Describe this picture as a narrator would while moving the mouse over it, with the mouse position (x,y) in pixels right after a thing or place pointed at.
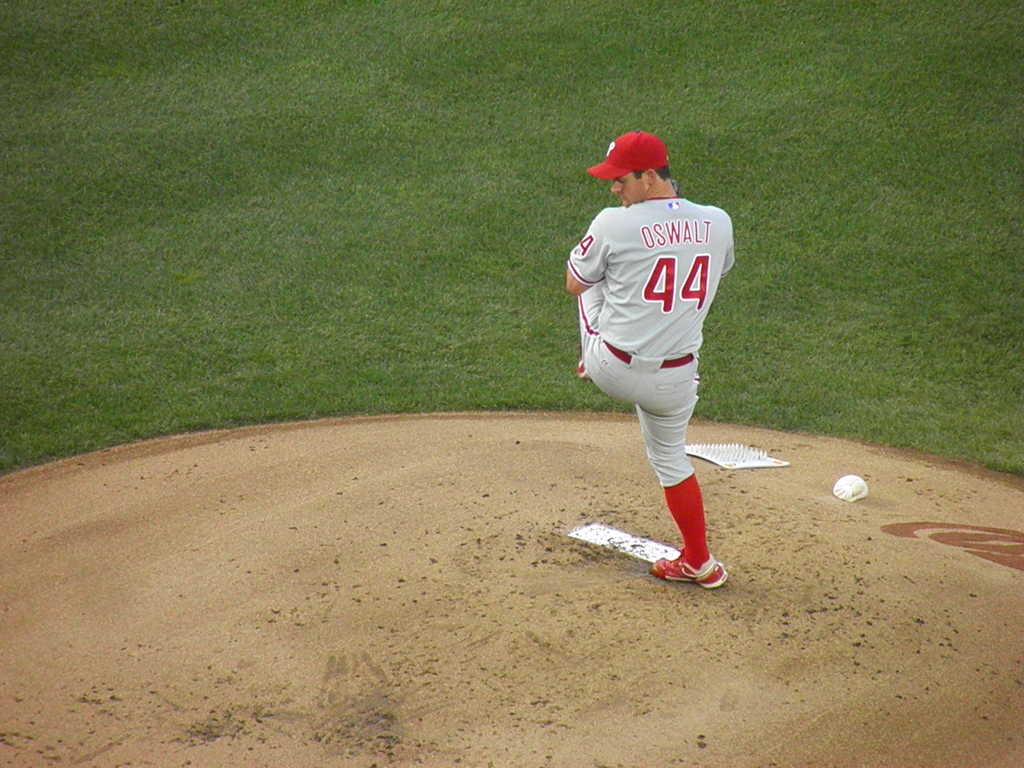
In this image I can see the person (584,368) on the ground (553,541). The person (678,407) is wearing the ash and red color dress (620,394) and also red color cap (633,168). To the side of the person (690,490) I can see the white color objects (714,452) and the grass (279,105).
